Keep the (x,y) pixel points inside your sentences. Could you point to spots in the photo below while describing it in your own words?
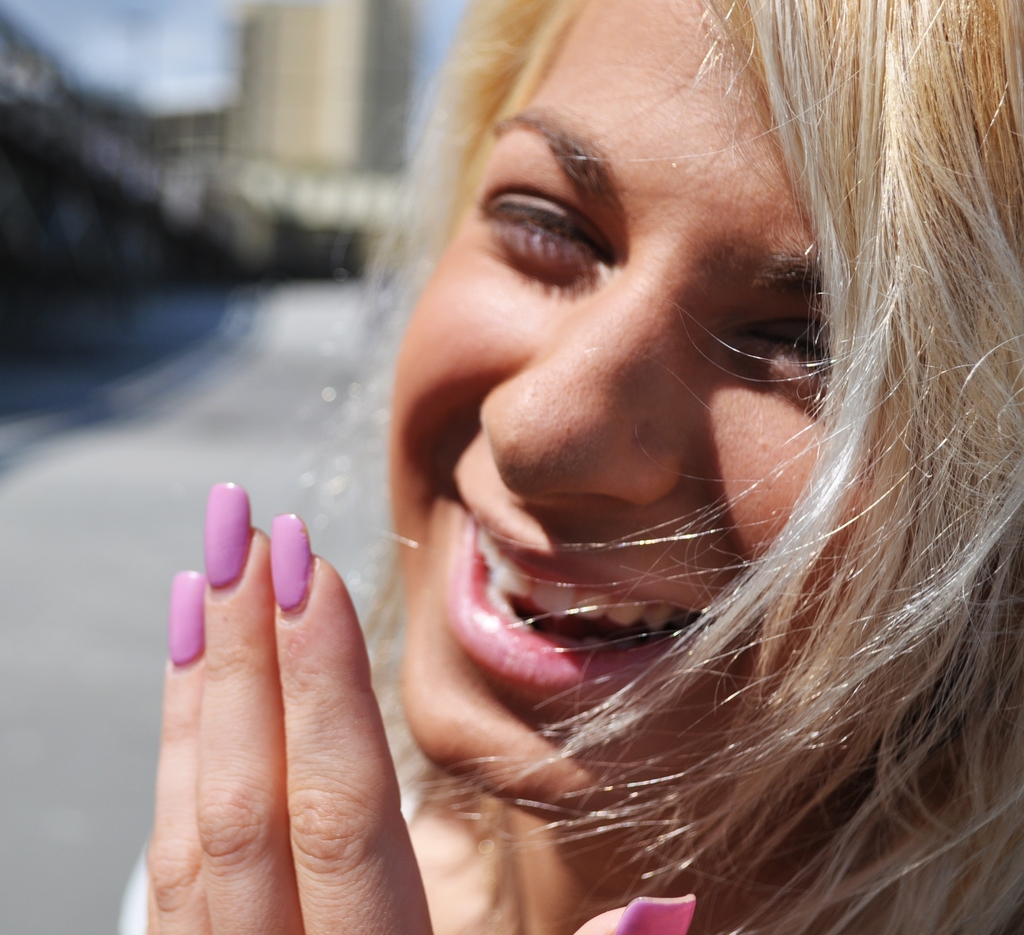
In this image, we can see a woman (701,732) smiling. The background of the image (11,502) is blur.
